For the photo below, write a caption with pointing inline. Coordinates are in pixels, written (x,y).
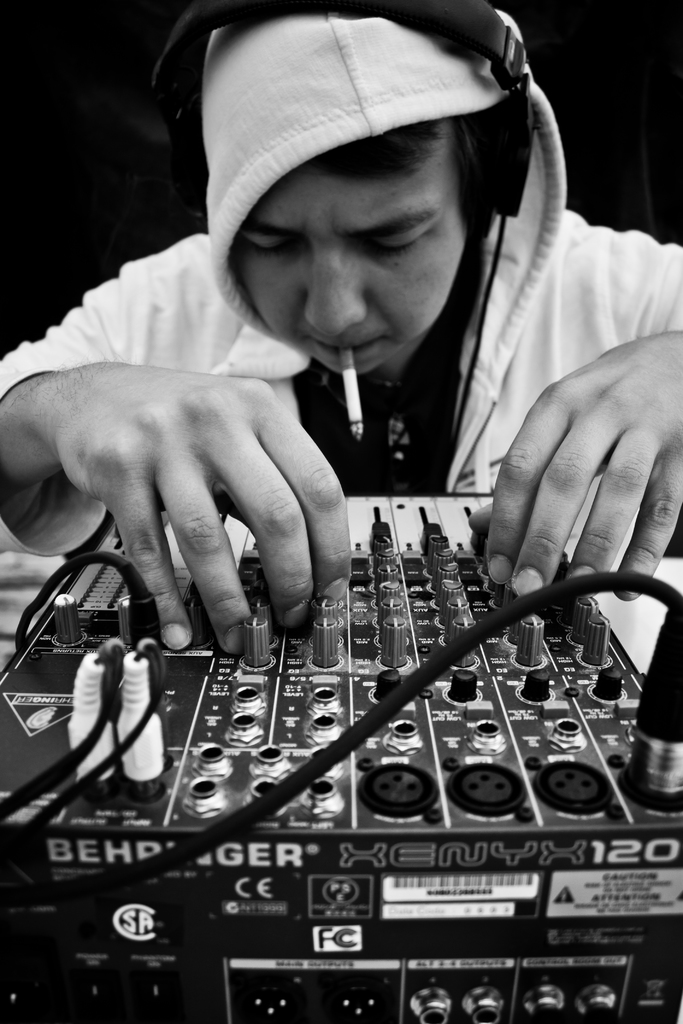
In this image there is a person (340,328) with a cigarette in his mouth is mixing music on an electronic device (393,621).
